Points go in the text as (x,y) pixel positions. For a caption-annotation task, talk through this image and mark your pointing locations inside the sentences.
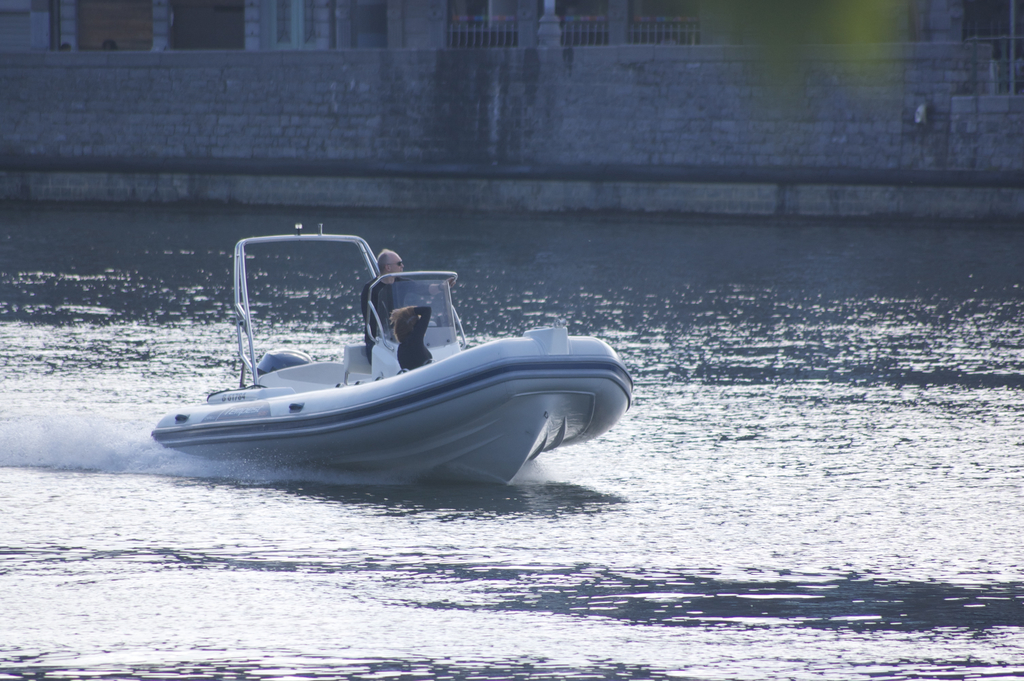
In this image we can see a man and a woman (410,348) in a boat (432,372) placed in the water (694,656). At the top of the image (666,85) we can see a building (599,23) with windows (225,35), pillars (398,36) and a railing (684,44).
